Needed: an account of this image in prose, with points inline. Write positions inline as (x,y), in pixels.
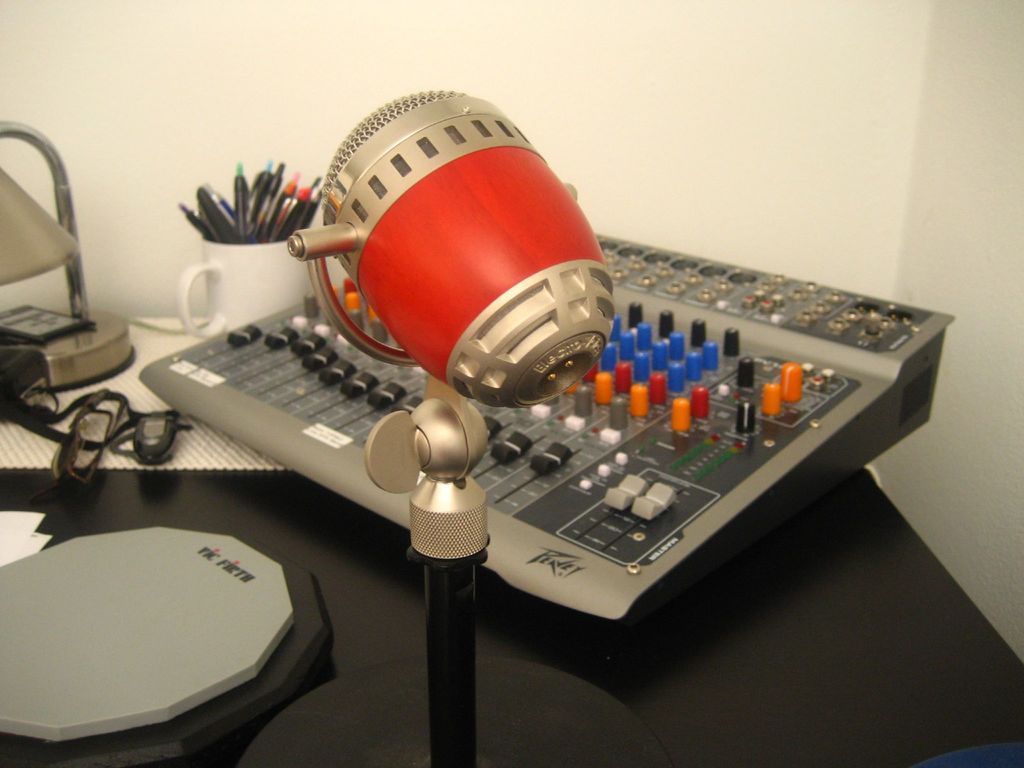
In this picture, we see an electronic device (533,483), a cup (254,261) containing the pens (252,213), an object (390,187) in red color and some other things (90,401) are placed on the black table (829,574). In the background (737,175), we see a white wall (196,154).
